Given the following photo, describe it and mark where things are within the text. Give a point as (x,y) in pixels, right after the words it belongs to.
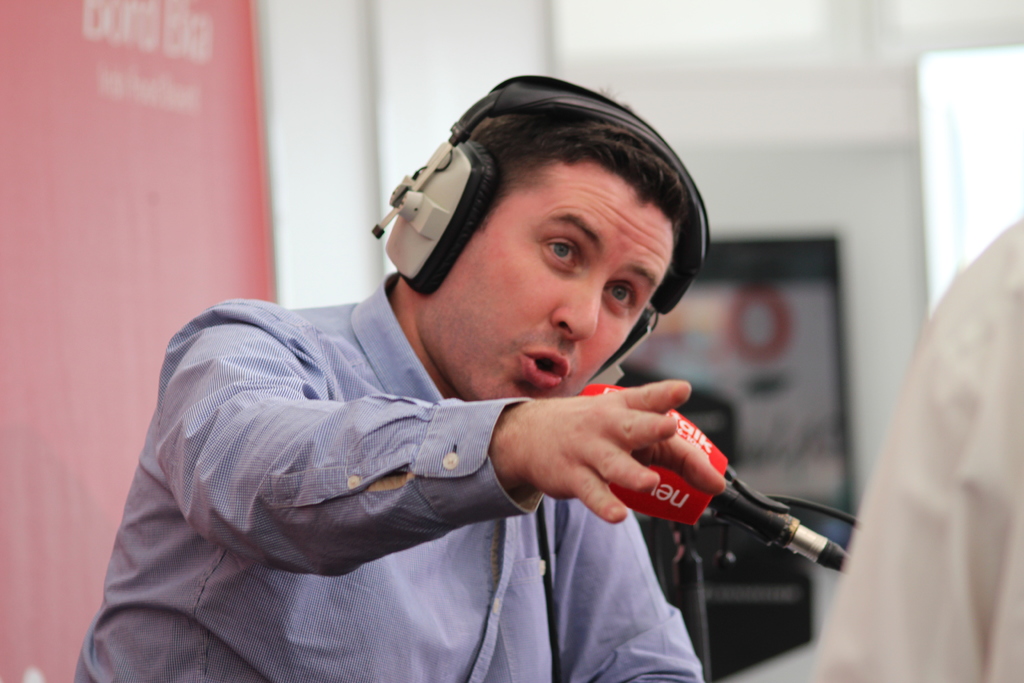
In this image there is a person (427,358) wearing the headset (474,150) on his head (534,157) and talking in front of the mic (732,487), in front of the person (660,591) there is another person (917,572). In the background (70,93) there is a banner (39,179) with some text (178,48) and a poster (779,298) is hanging on the wall (768,90), there are few objects (699,553). On the right side of the image (944,117) we can see there is a door (962,98).
